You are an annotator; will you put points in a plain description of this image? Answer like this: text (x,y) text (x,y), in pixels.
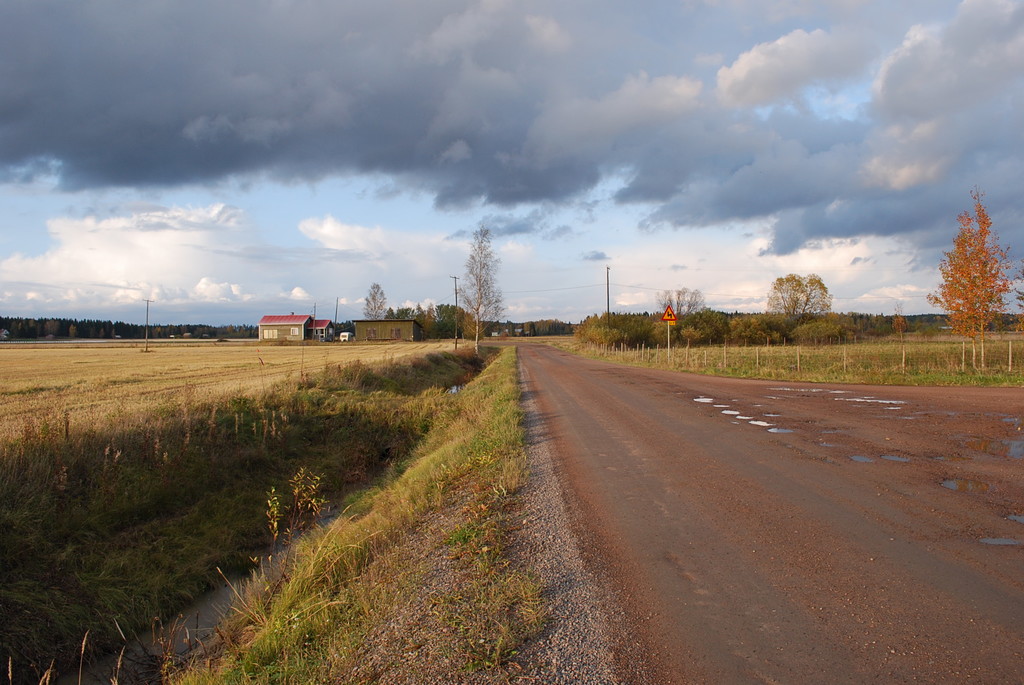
We can see plants (411,398), grass (461,451), road (727,516), water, board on pole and poles (726,352). In the background (538,327) we can see current poles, houses (307,335), trees (637,322) and sky (566,161) with clouds (590,148).
